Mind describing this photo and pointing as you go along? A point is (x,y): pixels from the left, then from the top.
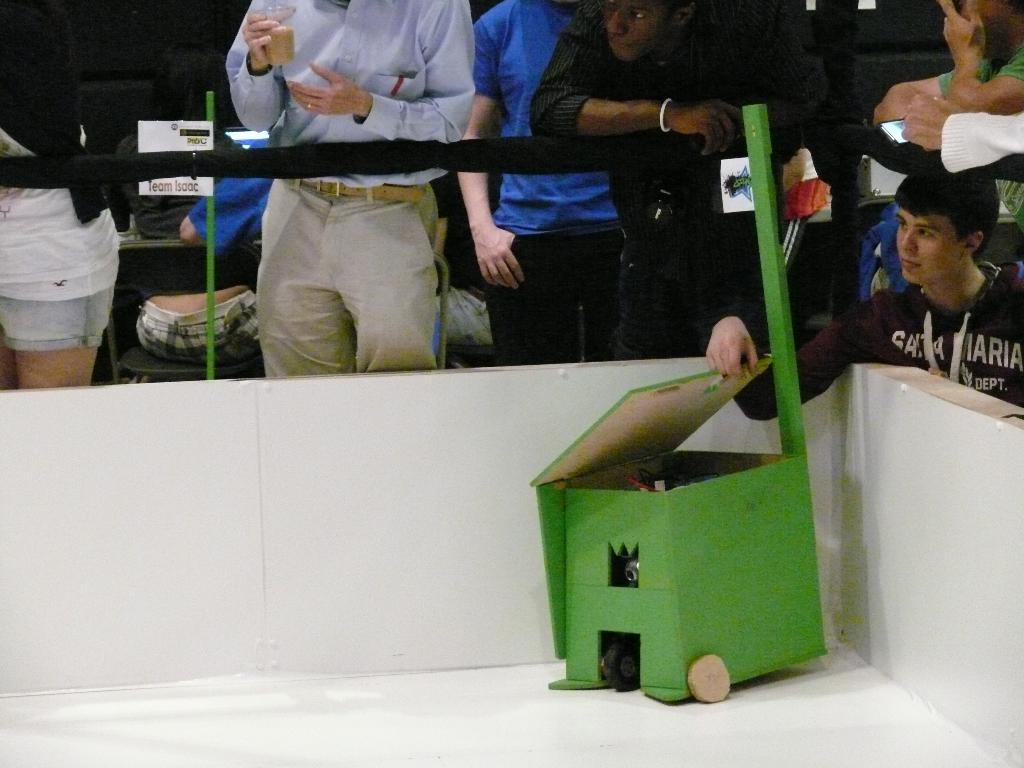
In this image, I can see a group of people (306,304) standing and a person (190,311) sitting on a chair (167,352). There is a board (196,188) to a pole (214,350). In front of the people (166,205), I can see an object (618,656) in a box (664,595), which is on a white platform (648,719) with a compound wall (853,522).
